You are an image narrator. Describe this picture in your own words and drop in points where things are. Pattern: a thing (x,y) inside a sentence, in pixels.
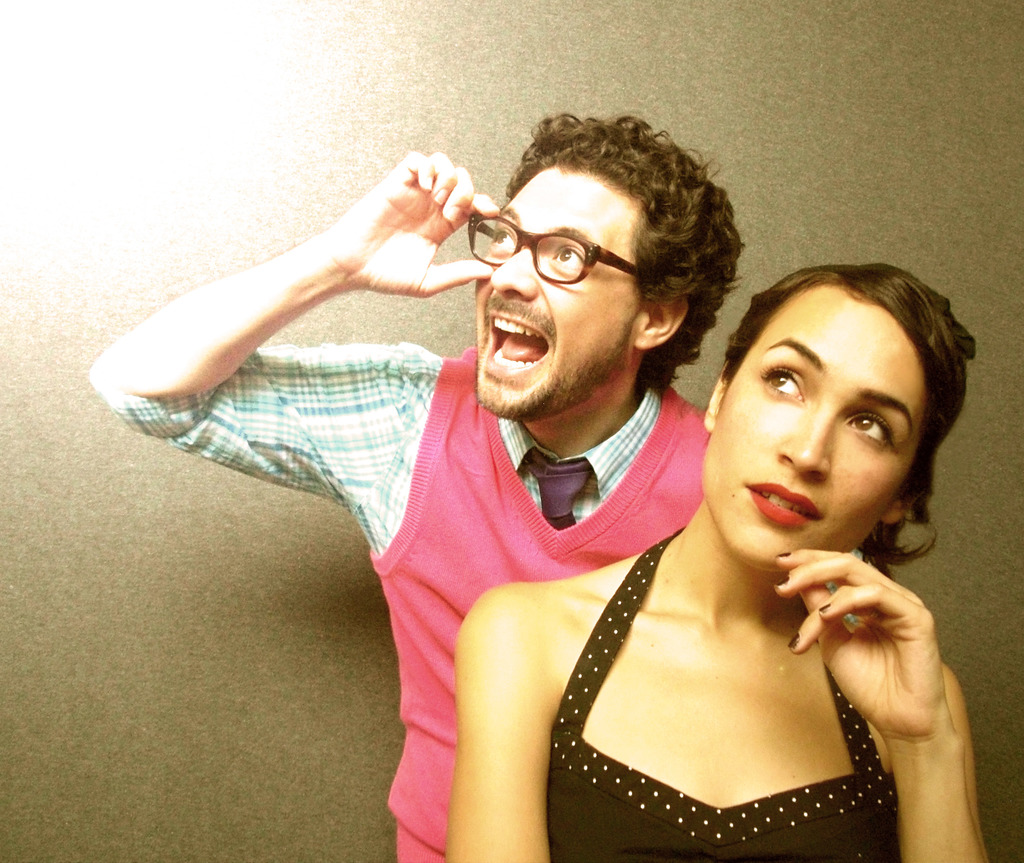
In this picture, we can see two people (565,642) man (491,457) and woman (905,792). In the background (864,76), we can see grey color and light (247,144).
